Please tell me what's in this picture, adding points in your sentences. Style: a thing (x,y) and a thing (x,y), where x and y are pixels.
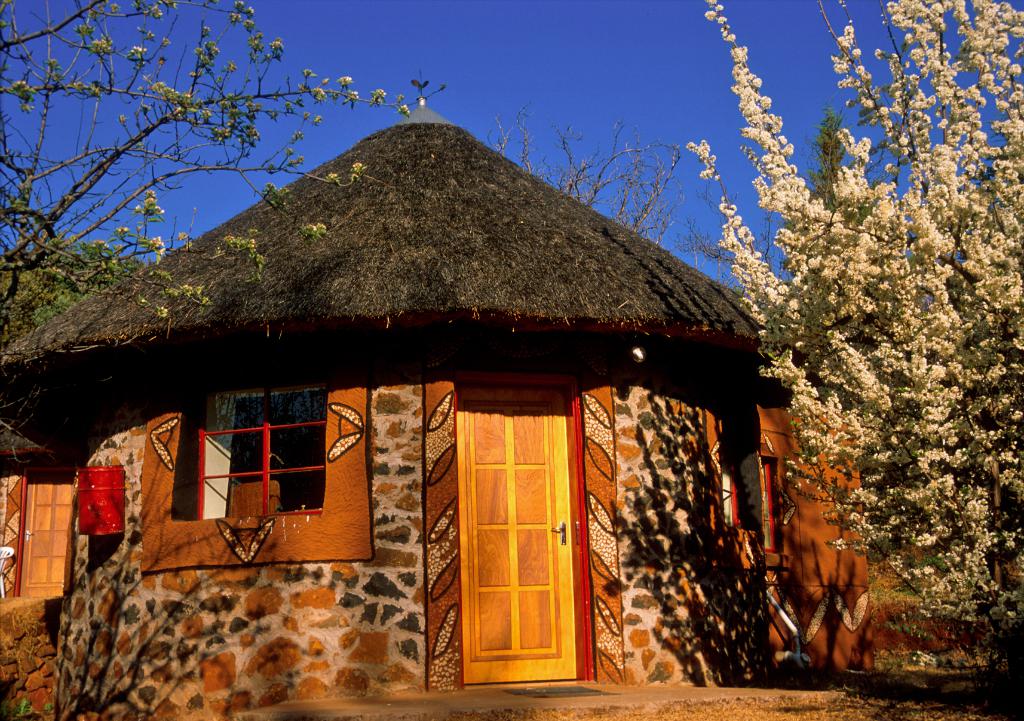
In this image I can see there is a hut (230,451), there are few trees (24,293) on the left (115,251) and right sides and the sky (642,145) is clear.
